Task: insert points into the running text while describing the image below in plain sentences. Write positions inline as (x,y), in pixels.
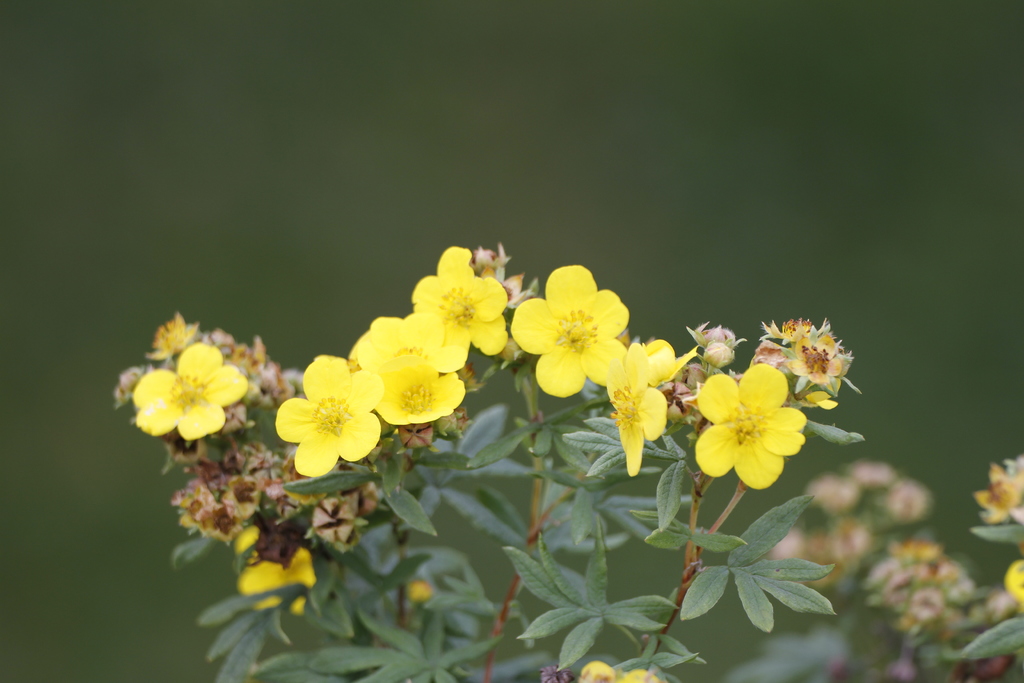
In the picture I can see flower plants (533,521). These flowers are yellow in color. The background of the image (891,311) is blurred.
